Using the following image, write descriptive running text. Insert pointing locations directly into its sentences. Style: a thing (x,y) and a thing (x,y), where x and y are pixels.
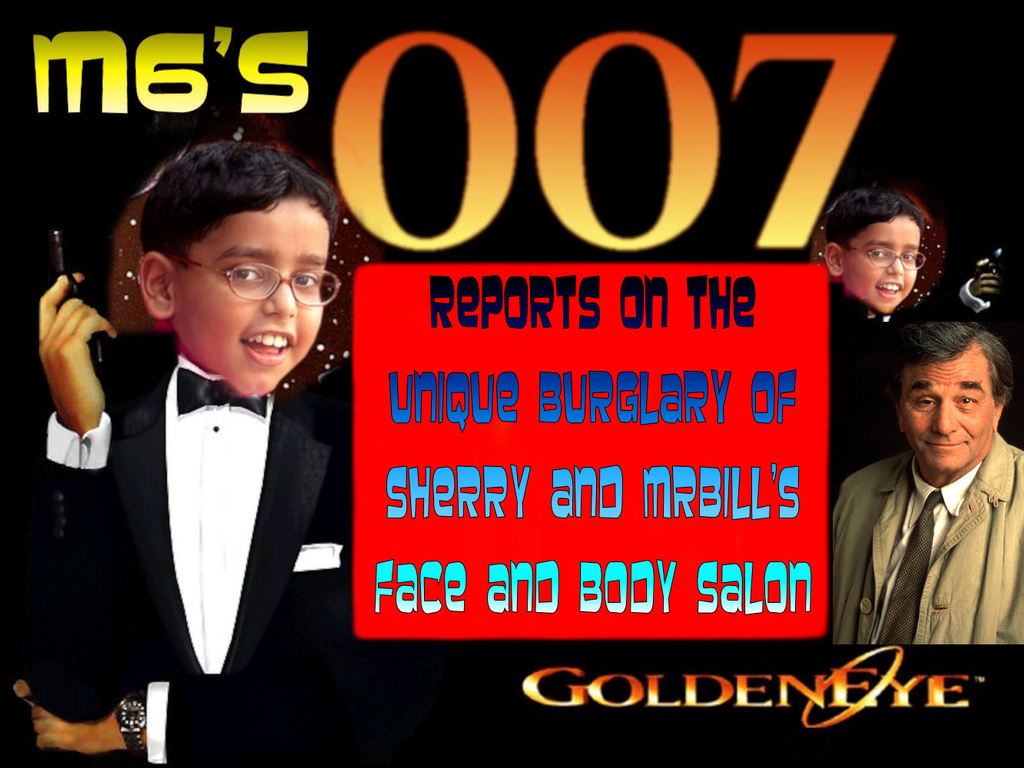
In this image I can see few people (308,504) with different color dresses (316,540). I can see the people (226,324) holding the weapons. In-between these people (176,620) I can see red color board (655,459) and something is written on it. And there is a black background (924,78).
